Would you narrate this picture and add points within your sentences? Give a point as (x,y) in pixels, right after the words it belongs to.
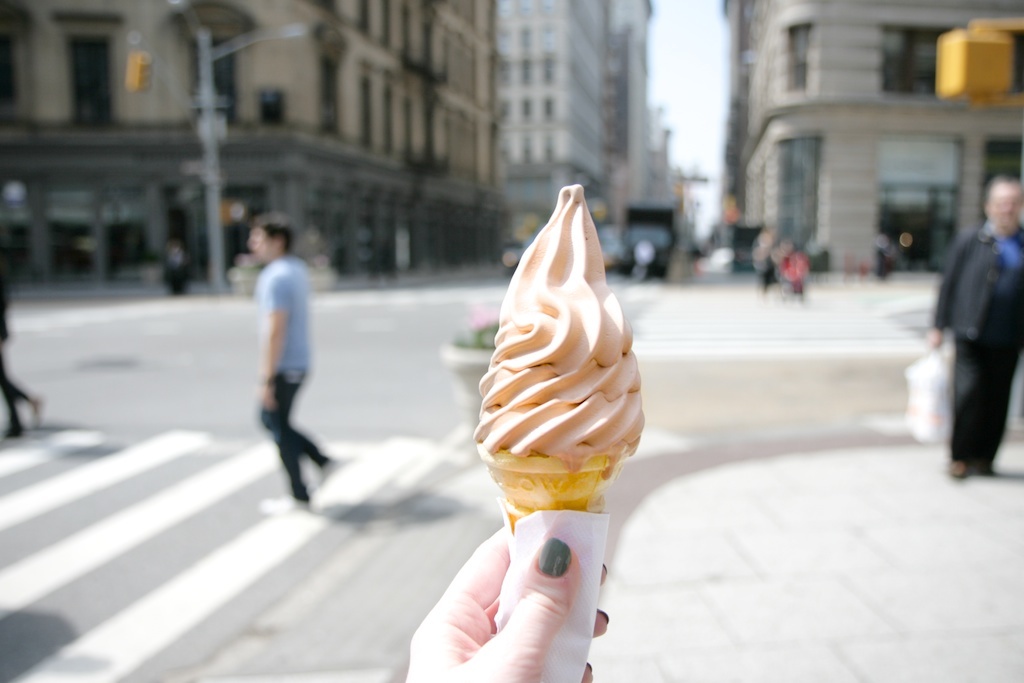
In this image I can see a person (514,624) holding an ice cream (540,400). I can see some people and vehicles (652,231) on the road (829,348). In the background (517,138), I can see the buildings (493,178). I can see an electric pole (210,60). I can also see the background (260,181) is blurred.
